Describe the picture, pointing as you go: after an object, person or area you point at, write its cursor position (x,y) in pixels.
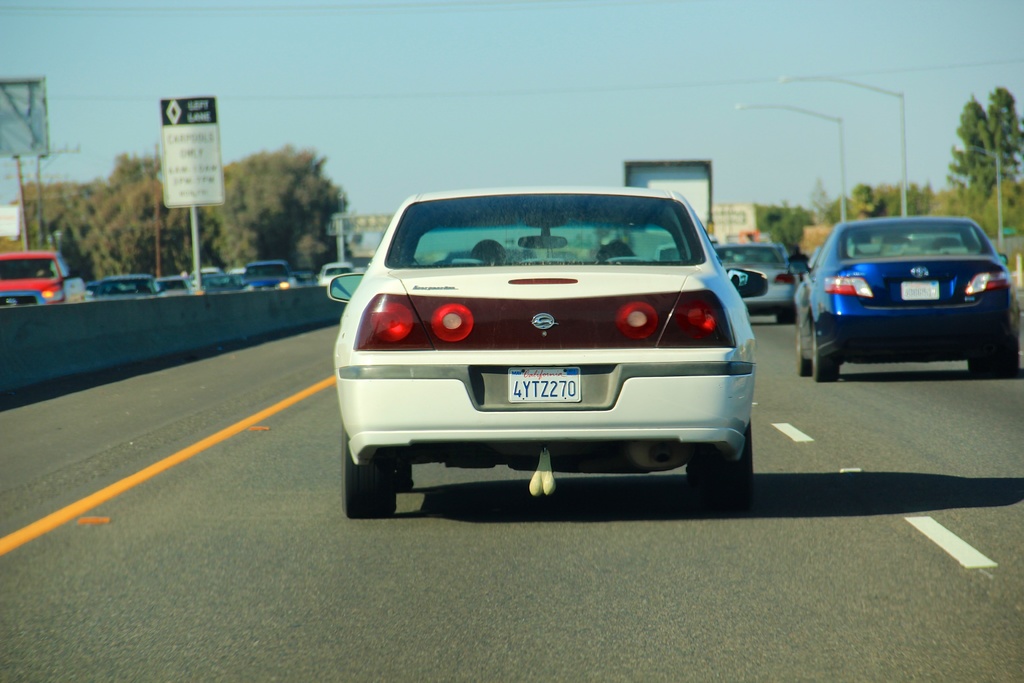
In this picture we can see some vehicles (447,310) on the roads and in between the roads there is a divider (182,331) and on the divider (194,317) there are poles (197,253) with the boards (170,161). On the left (141,264) and right side of the roads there are trees (279,187), cables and a sky (511,65).
